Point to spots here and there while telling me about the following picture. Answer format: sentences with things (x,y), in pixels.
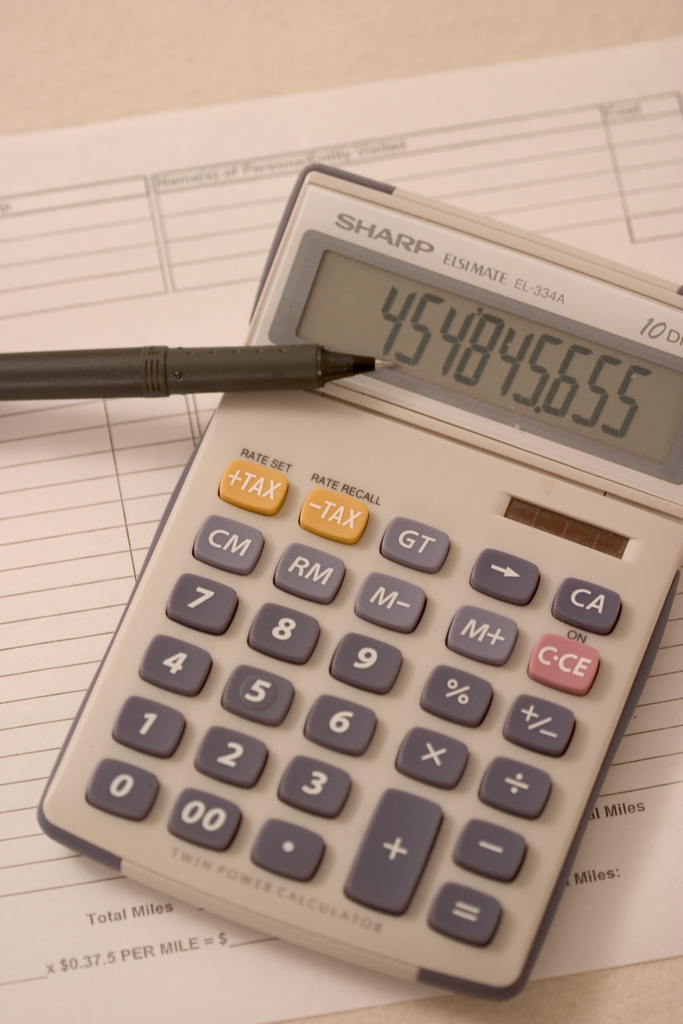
In the picture I can see a calculator (336,641) which has a pen (179,391) placed on it and there is a paper (150,468) below it.
